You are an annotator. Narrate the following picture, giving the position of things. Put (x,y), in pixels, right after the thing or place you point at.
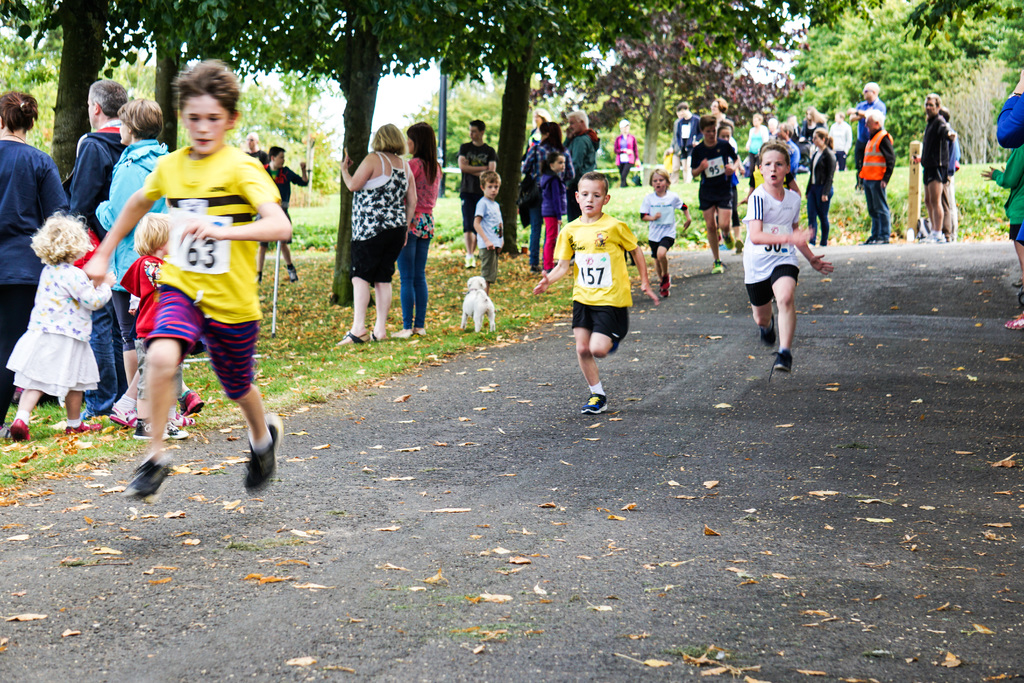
In this image I can see group of people (426,168) and some people (618,264) are running and wearing different color dress (653,239). I can see a trees (453,64) and pole (441,111). We can see dog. The sky (418,89) is in white color.
